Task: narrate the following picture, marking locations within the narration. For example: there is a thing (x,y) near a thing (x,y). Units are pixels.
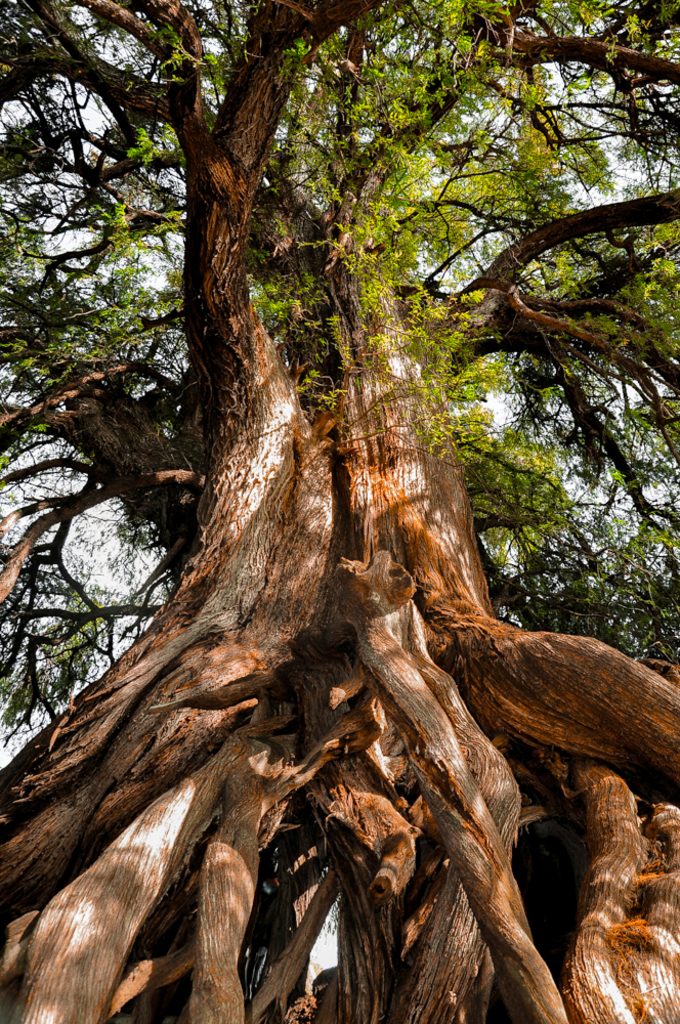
In this picture I can see in the middle (341,506) there are trees (293,488), at the top (161,174) there is the sky (264,182).
